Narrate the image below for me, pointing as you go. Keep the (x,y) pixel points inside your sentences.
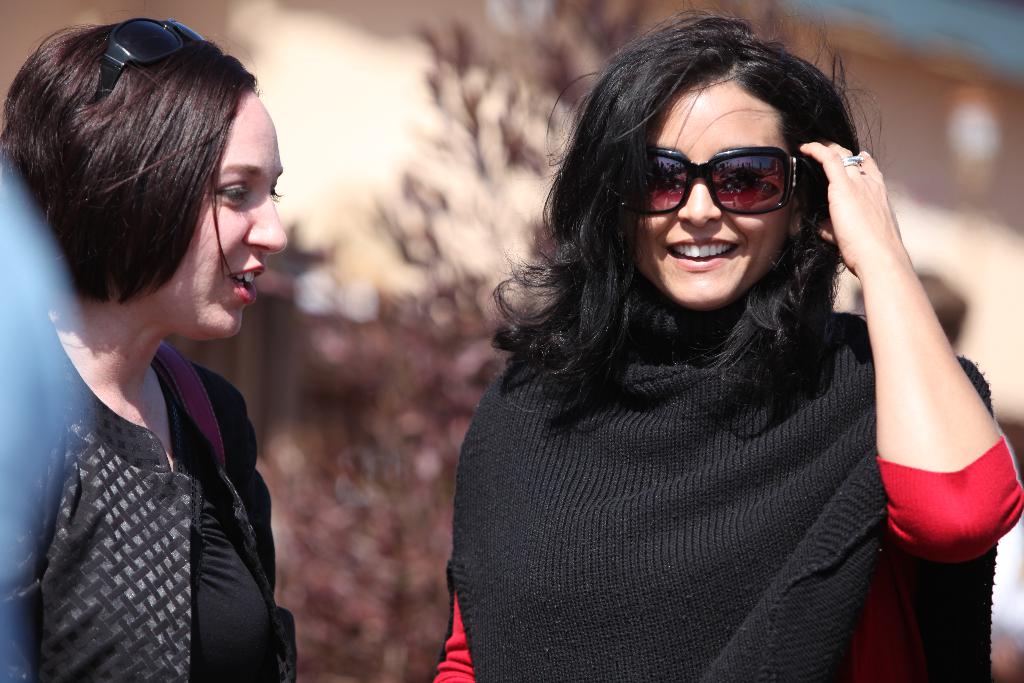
In the foreground of this image (754,306), there are two women (484,550). One is wearing black jacket (148,616) and another is wearing black sweater (751,477) and the background (406,499) image is blurred.
